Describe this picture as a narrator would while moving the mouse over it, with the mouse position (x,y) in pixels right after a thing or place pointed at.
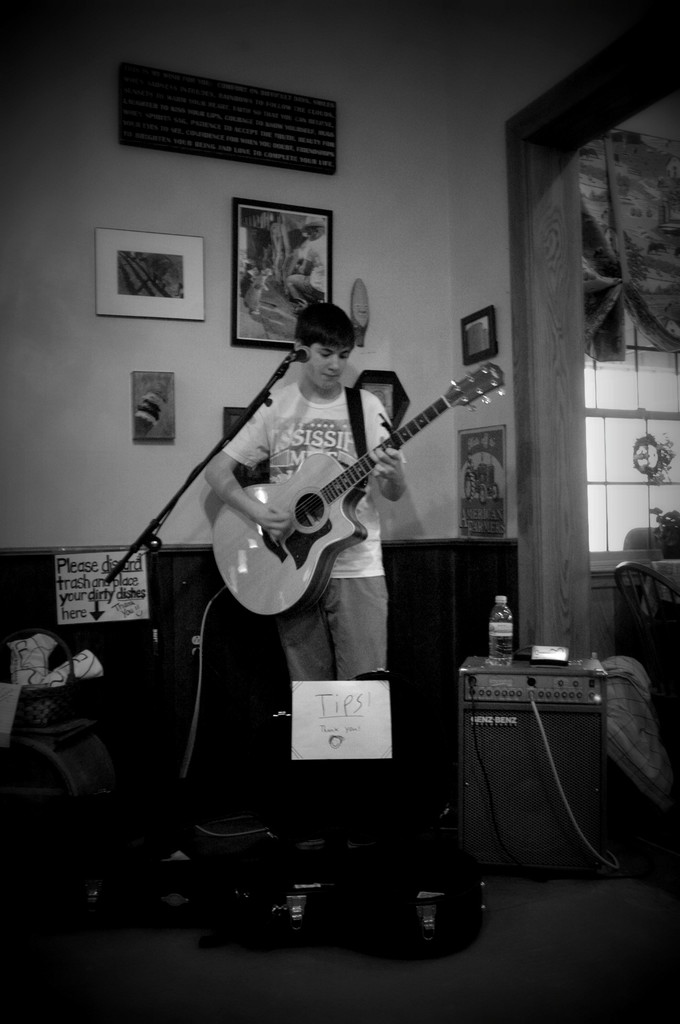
In this image I can see a person (351,570) standing in front of the mic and holding the guitar (327,583). At the back (232,281) there are so many frames (178,278) attached to the wall (410,388).
